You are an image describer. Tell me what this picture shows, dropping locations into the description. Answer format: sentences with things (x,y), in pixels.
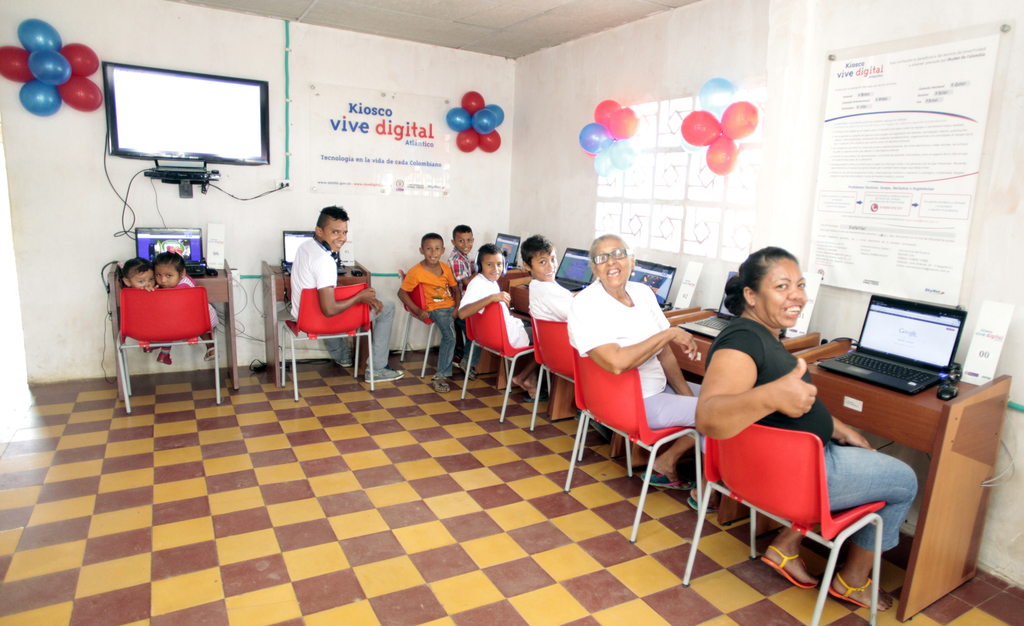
In this image I can see few person (673,452) sitting on the chair (810,451). On the table (897,400) there is a laptop (922,325), mouse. At the back side (887,194) there is a board (860,130) and a balloon (636,121) and there is a screen (186,128).
